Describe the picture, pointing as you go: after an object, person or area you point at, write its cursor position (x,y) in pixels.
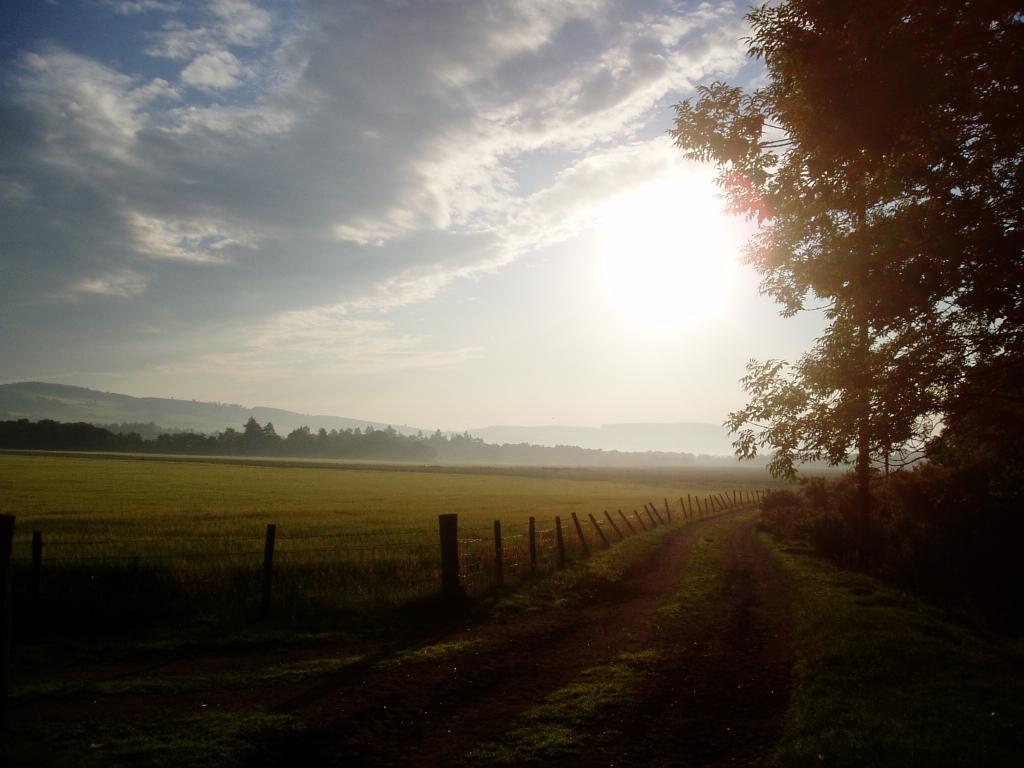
In this image we can see some trees (935,563), grass (208,468) and the pathway (751,657). On the left side (334,209) we can see some poles (267,553), plants (303,552), a group of trees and the sky (114,255) which looks cloudy.
